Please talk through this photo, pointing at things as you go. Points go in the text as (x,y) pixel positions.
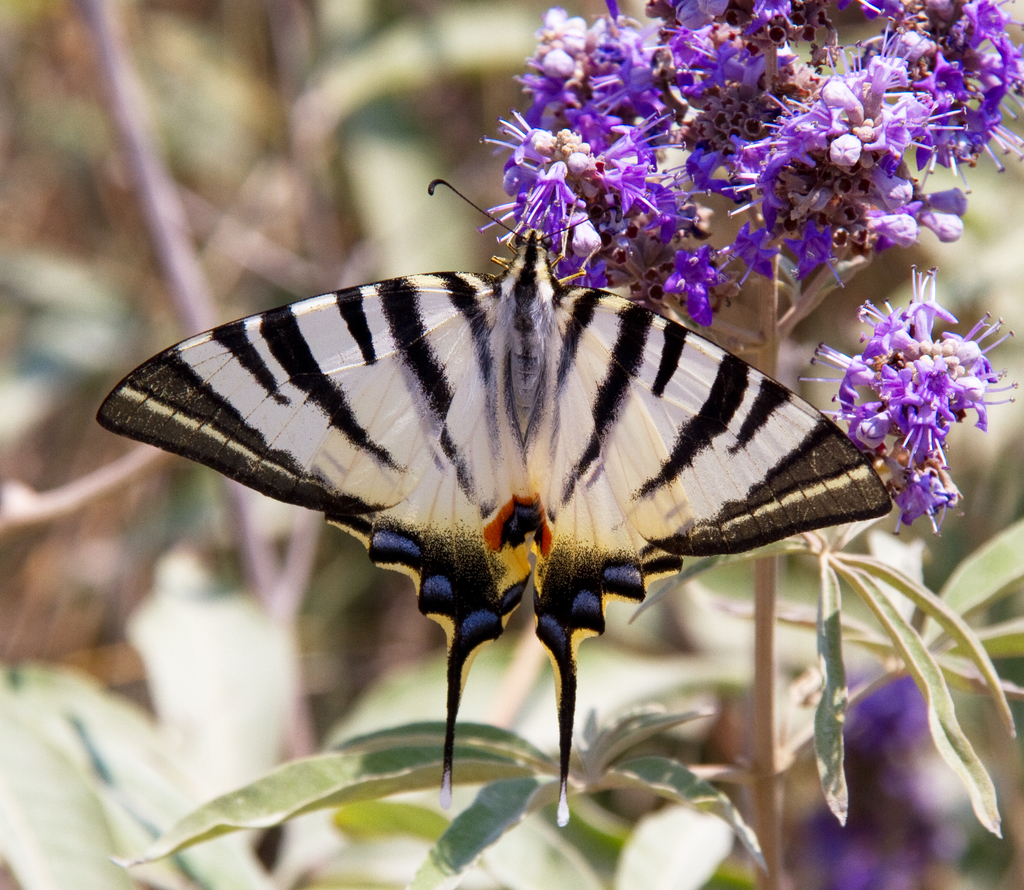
In this image there is a butterfly (545,501) on the flowers (758,4), the background (864,739) is blurry.
